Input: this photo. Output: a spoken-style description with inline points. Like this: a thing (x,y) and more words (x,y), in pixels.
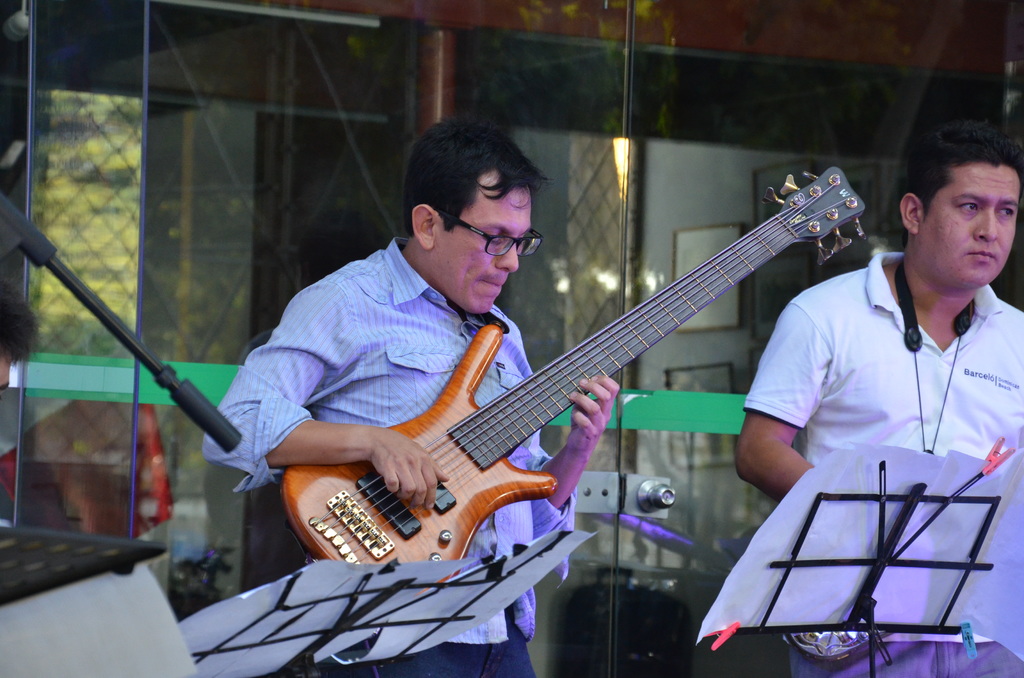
there are two persons (933,341) in which one person (339,386) is playing guitar (664,324).
